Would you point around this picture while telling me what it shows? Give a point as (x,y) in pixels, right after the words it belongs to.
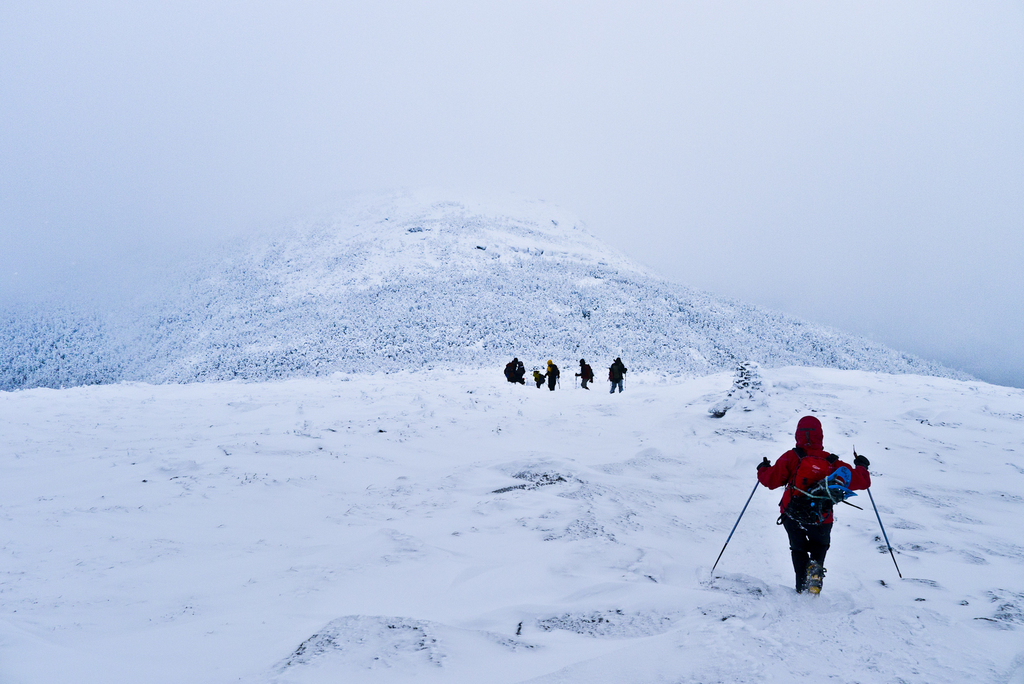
The person (774,469) on the right corner of the picture (803,438) wearing red jacket (840,461) and backpack (810,510) is walking. In front of her, we see people (619,369) walking. At the bottom of the picture (339,610), we see ice (467,546) and at the top of the picture (449,161), we see the sky (685,220). In the background (482,227), we see a hill (398,286) which is covered with ice (441,328).
